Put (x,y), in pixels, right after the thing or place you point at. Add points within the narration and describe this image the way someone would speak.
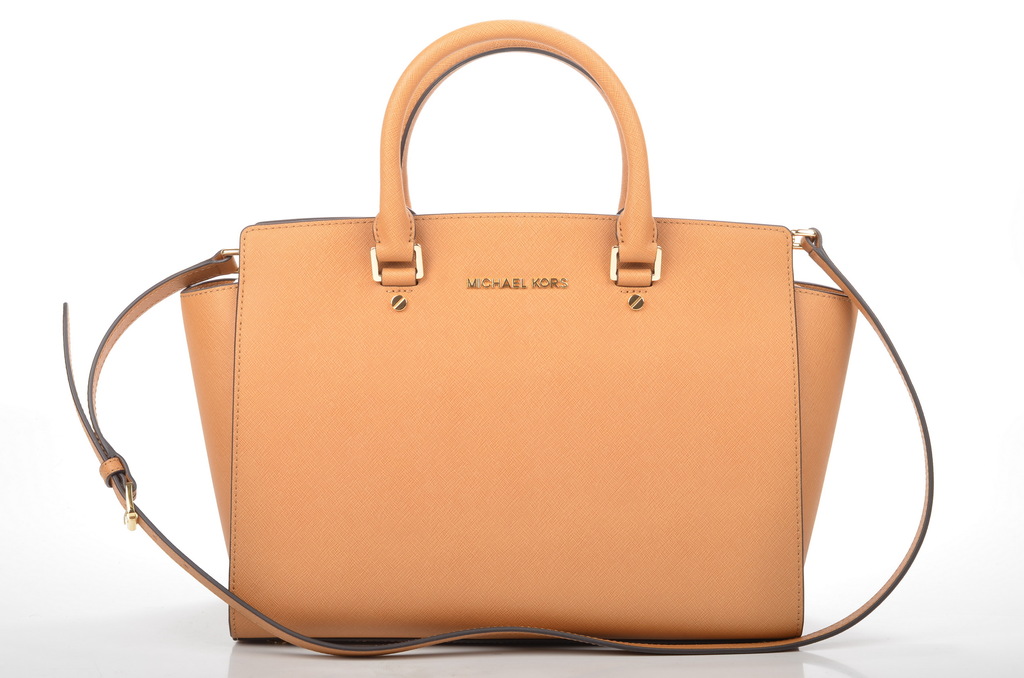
This peach color handbag (535,426) is highlighted in this picture and kept on a white surface (515,674).
